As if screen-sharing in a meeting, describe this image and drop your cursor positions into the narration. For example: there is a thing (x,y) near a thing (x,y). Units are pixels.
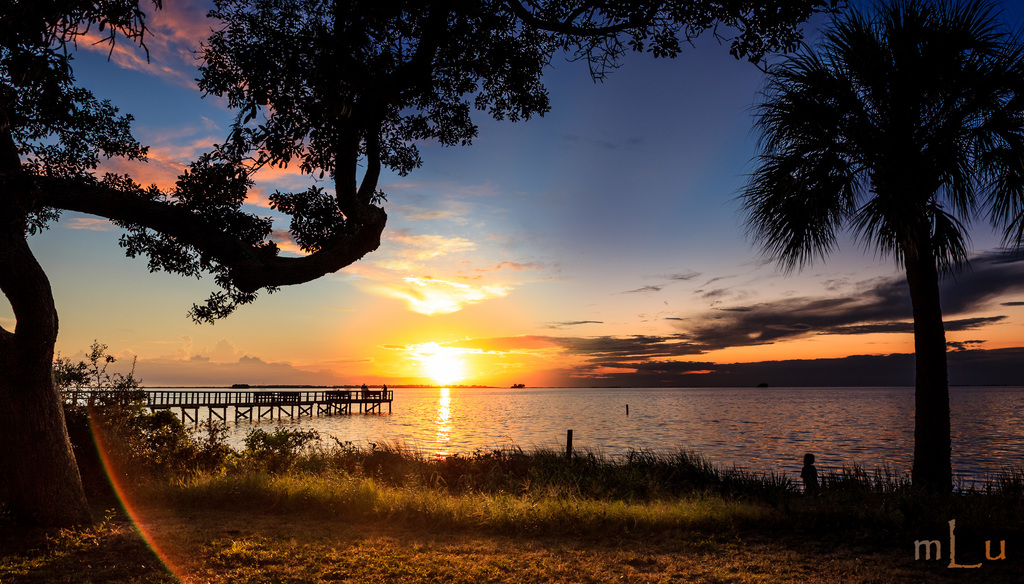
In this image I can see trees (243,138), lake (667,418), grass (421,464), sunset (421,245), the sky (390,351) and bridge (359,400) on the lake (396,407) and rainbow (105,446) at the bottom (160,550).
